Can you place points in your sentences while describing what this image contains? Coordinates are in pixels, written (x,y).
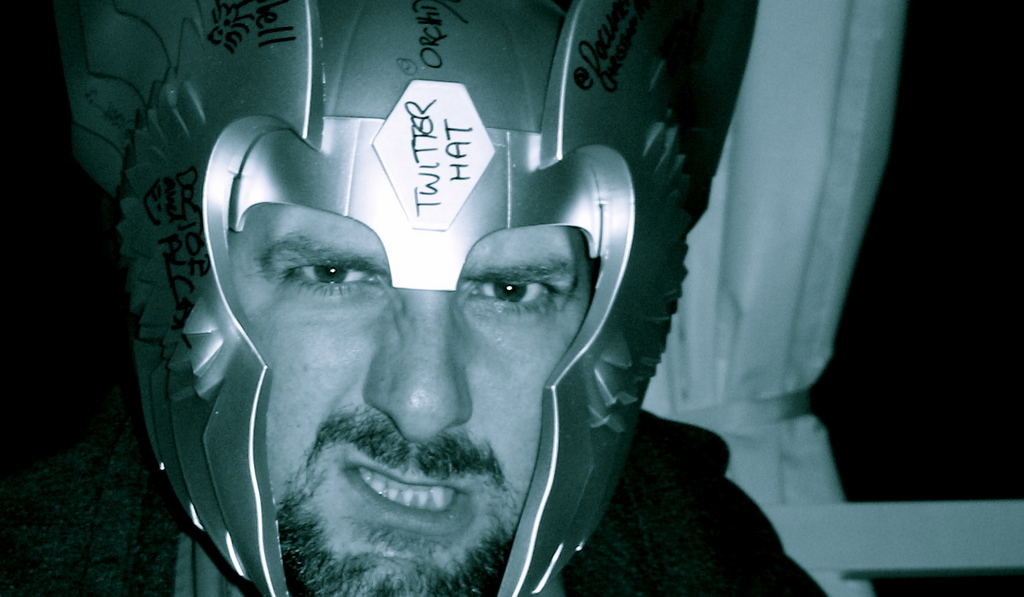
In this image we can see a man (453,379) with a helmet (227,126) and some text (291,38) written on it and in the background (845,83) there is a white color object (832,253).
